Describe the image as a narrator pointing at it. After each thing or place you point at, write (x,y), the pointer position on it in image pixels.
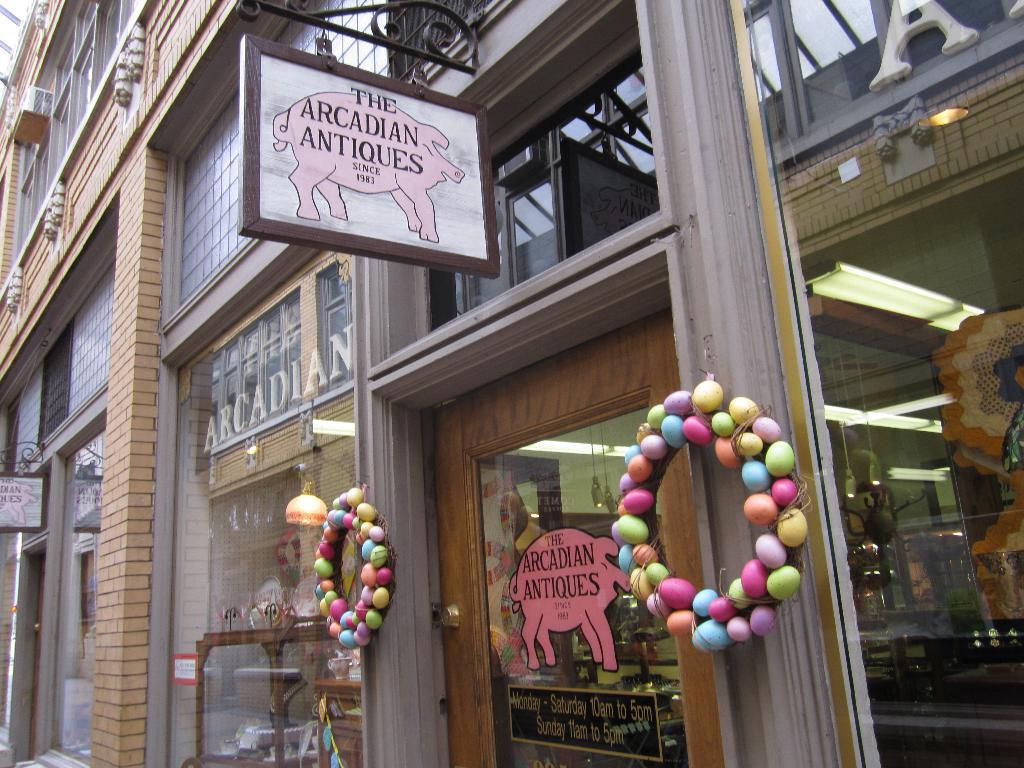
This image is taken outdoors. In this image there is a building (213,138) with walls (111,135), windows (66,97) and doors (598,421). There are a few boards (317,166) with text (534,552) on them. There are two decorative items (319,568). There are a few things (1019,602) in the store (576,478). On the left side of the image (41,520) there is a board (21,525) with a text (17,497) on it. There is an air conditioner (40,102).
